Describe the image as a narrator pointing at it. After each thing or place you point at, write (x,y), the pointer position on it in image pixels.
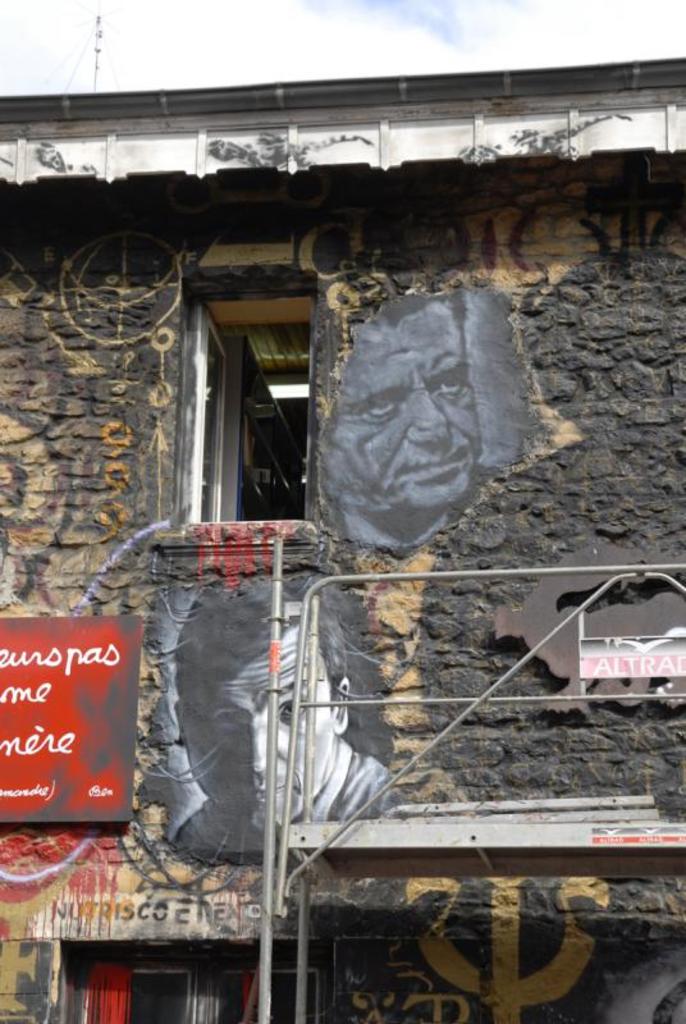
In this image there is shed (683,782), the wall (8,262) of the shed (565,263) is painted in black and yellow colors in different shades, on top (474,41) there is a sky (409,44).
